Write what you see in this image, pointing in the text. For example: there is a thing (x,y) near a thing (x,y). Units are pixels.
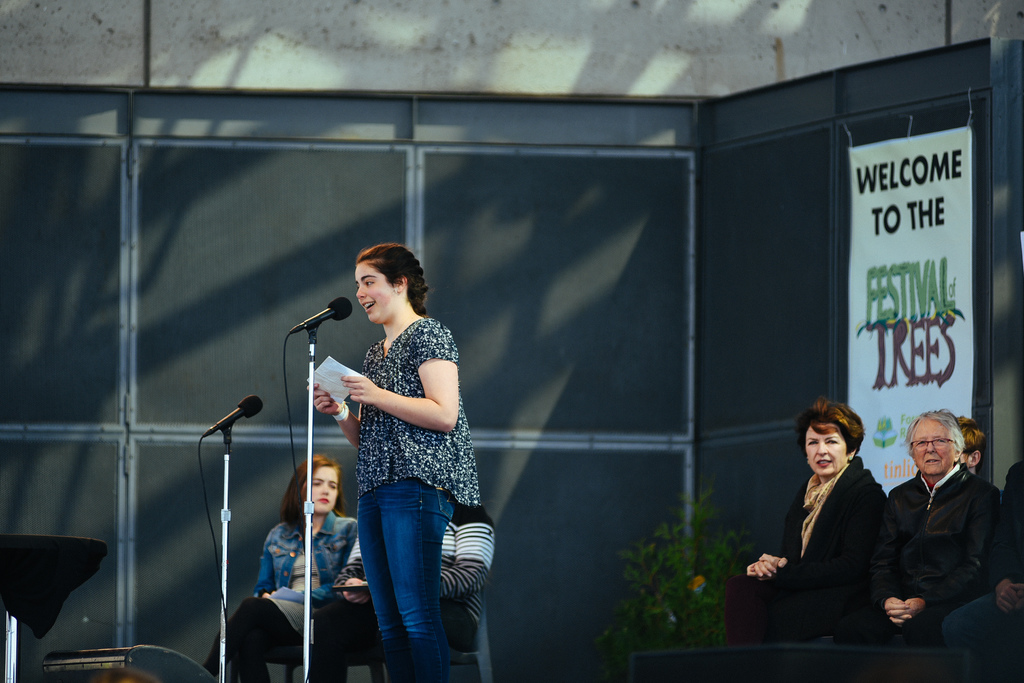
In this image in the center (383,376) there is one woman (372,450) standing and she is holding papers (339,380) it seems that she is singing. In front of her there is mike (345,308), and in the background (958,543) there are group of people (941,536) sitting on chairs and there is a table (71,540) and some boards (913,221) and wall (614,592).
